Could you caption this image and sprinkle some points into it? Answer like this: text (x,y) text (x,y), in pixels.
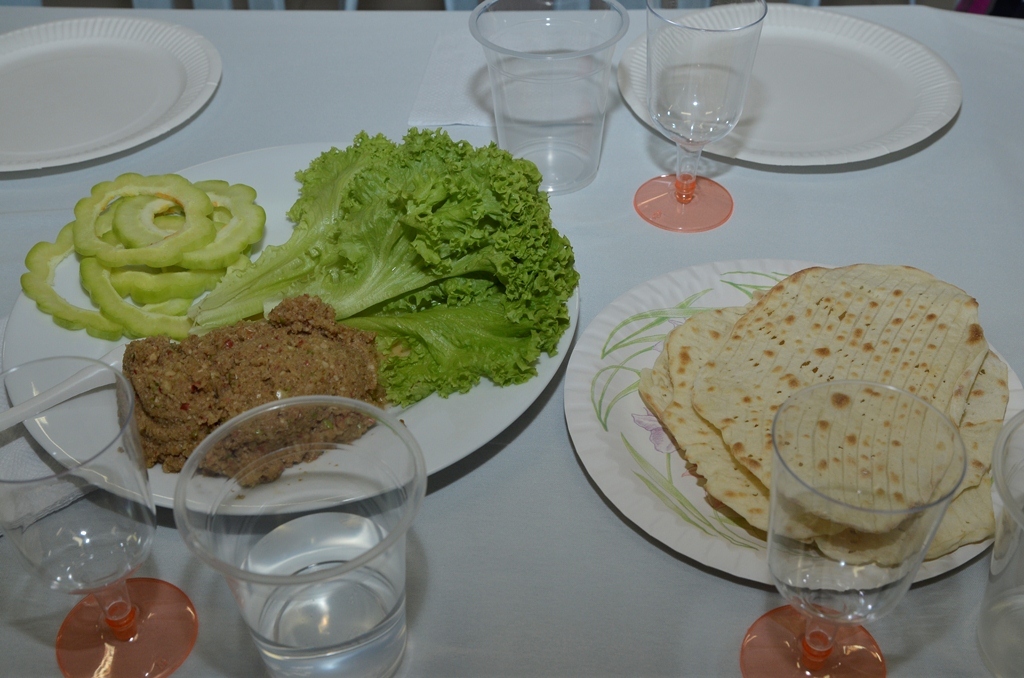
In this image we can see there is a table (417,88) and a cloth (391,90) on it. On the table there is a plate (774,278) and some food items (483,193) in it. And the object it looks like a chair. There are glasses (309,528) and spoon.
